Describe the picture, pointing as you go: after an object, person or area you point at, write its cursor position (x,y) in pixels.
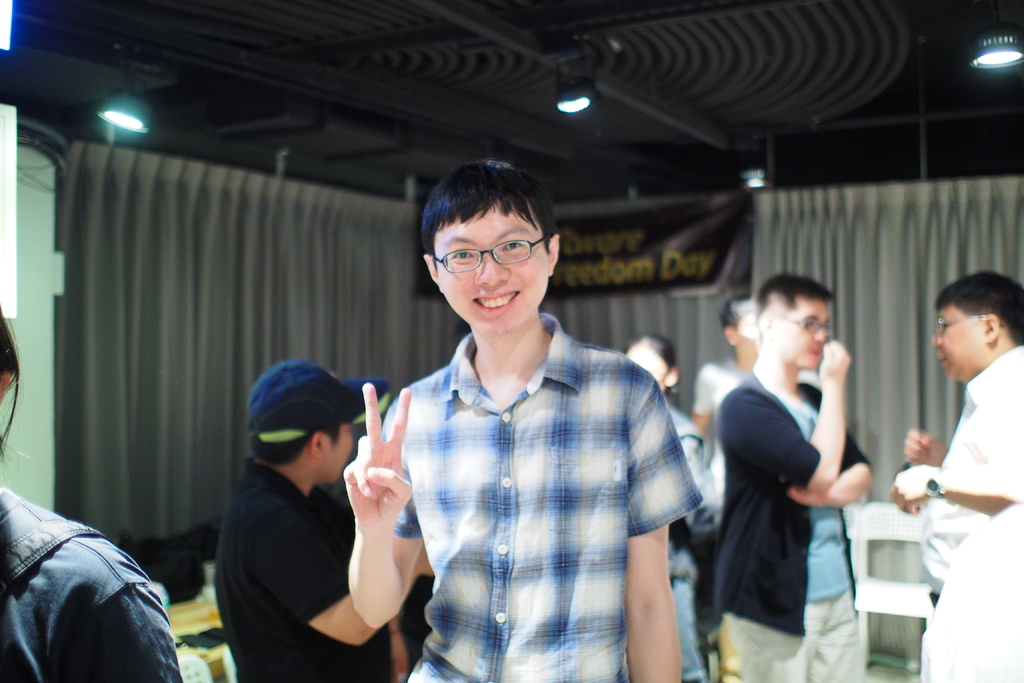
In the picture we can see a person (462,492) standing and raising a hand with two fingers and smiling and behind the person (543,597) we can see some people (248,674) are standing and talking to each other and behind them, we can see a white color curtain (181,263) on the wall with a banner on it and to the ceiling (455,93) we can see the lights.
